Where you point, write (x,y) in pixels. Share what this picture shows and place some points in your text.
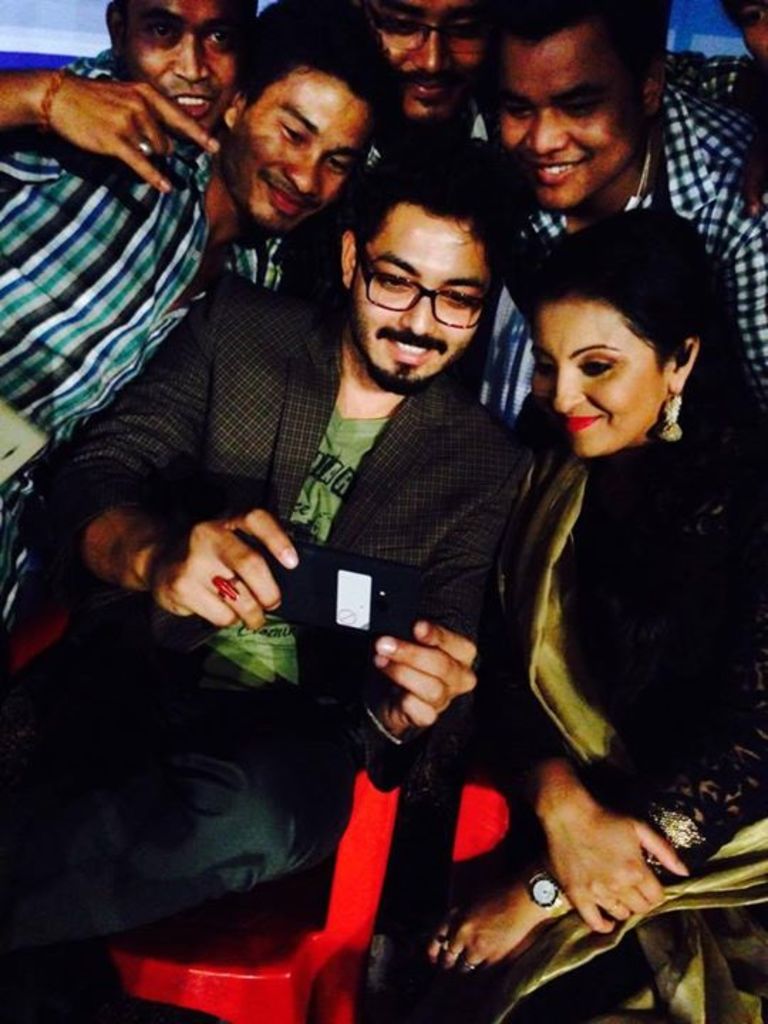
In this picture we can see a group of people (395,774) and one person (123,530) is holding an object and in the background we can see some objects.
